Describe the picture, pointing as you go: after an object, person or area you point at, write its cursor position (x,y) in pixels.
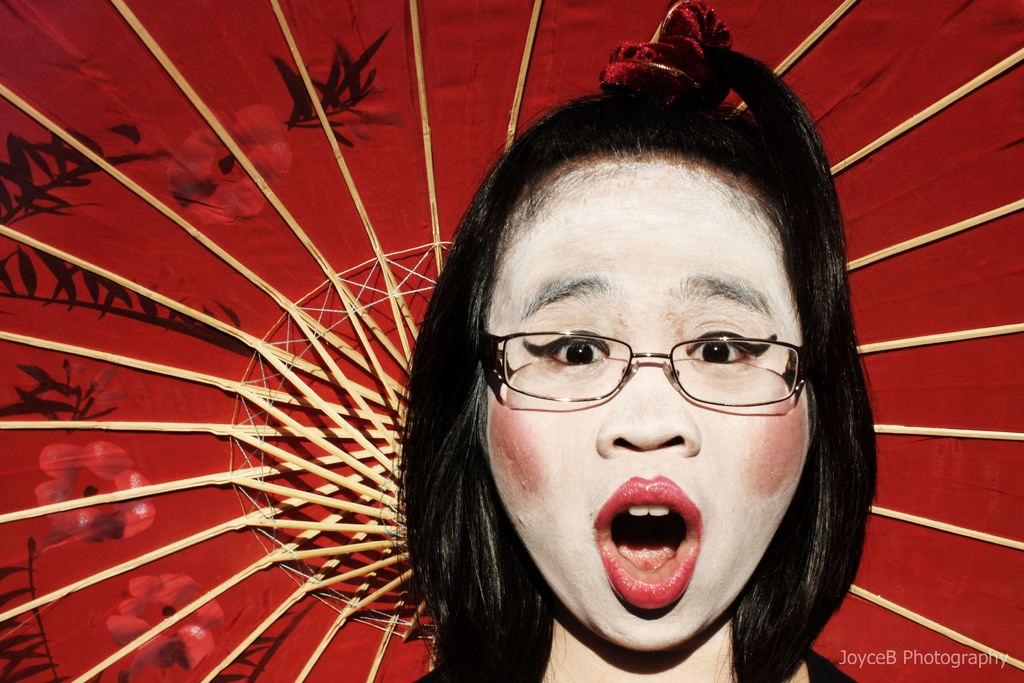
In this image we can see a woman (680,487) wearing spectacles (705,369) and in the background (78,494), we can see an object (193,45) which is in red color with some art (282,645) and there are few sticks (276,615) and it looks like an umbrella (260,553).
